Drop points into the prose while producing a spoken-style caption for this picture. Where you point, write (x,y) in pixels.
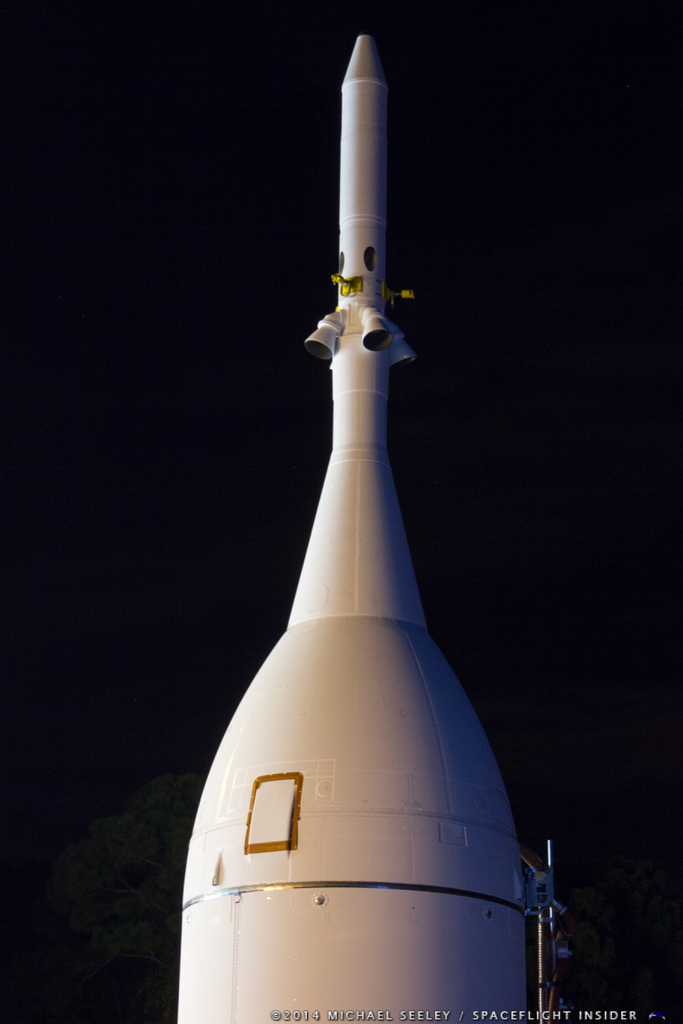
In this picture, we see the spacecraft launcher (334,736). It is in white color. In the background (138,278), it is black in color.
